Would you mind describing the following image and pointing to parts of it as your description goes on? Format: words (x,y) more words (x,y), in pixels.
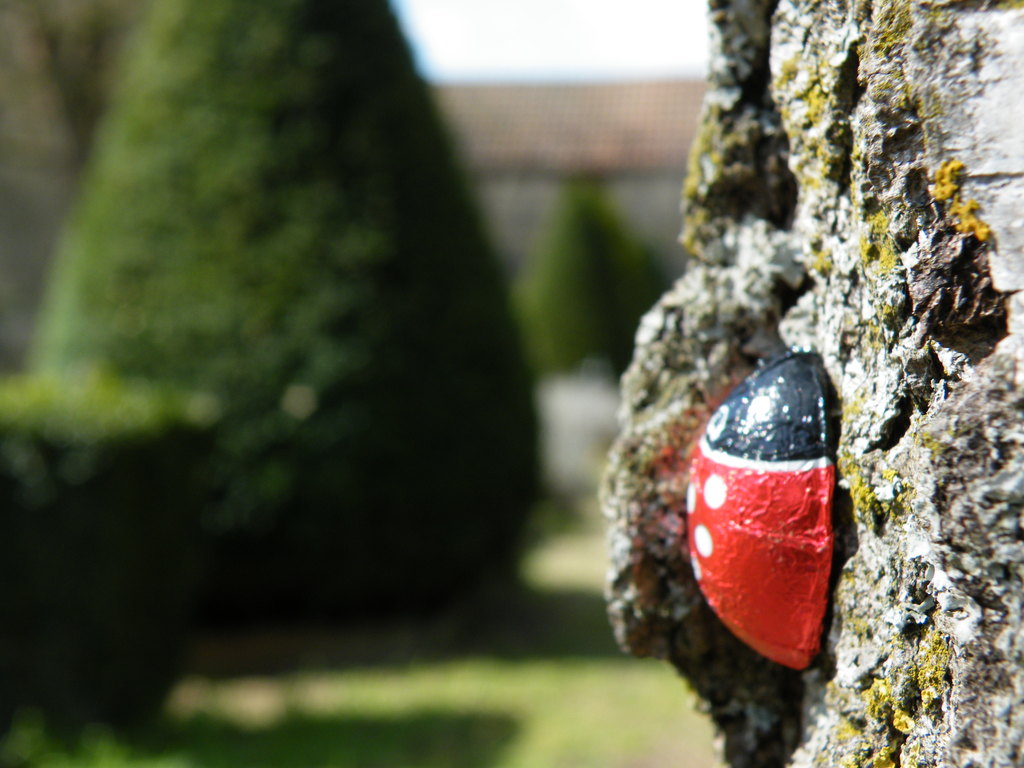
In this picture, we can see the tree trunk (887,434) with some object (822,492) attached to it, and we can see the blurred background (280,361) with trees (397,396), ground (498,656), house (624,137), and the sky (635,54).
